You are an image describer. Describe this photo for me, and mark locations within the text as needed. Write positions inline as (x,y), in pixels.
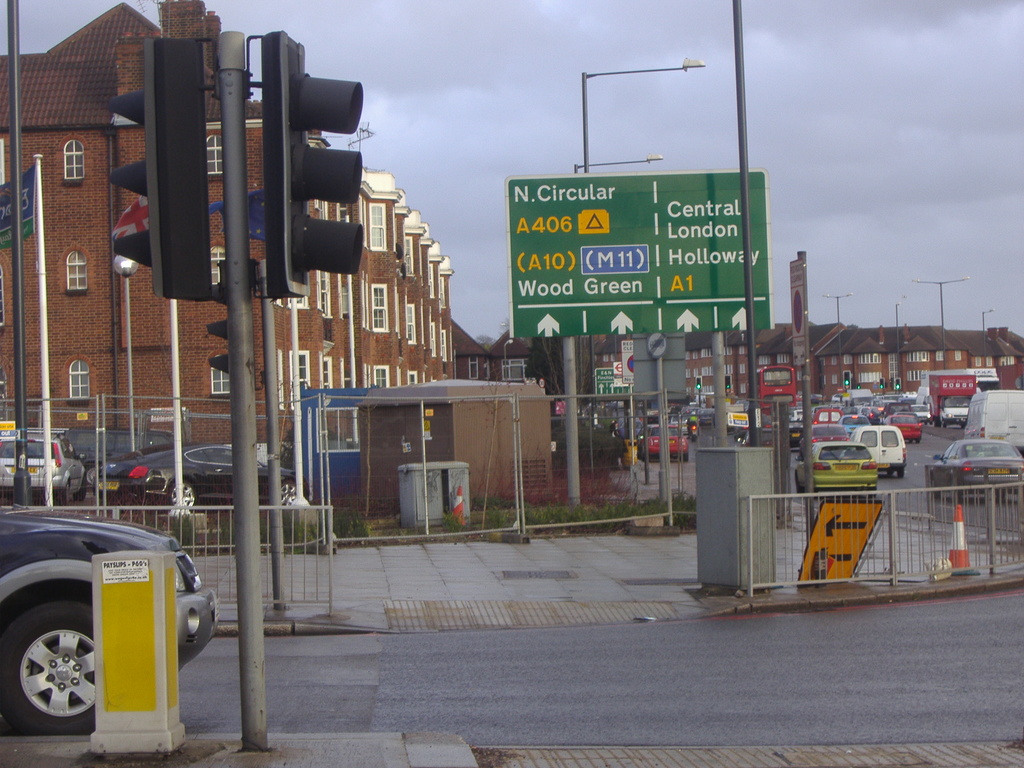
In this image we can see some buildings (221,438) with windows (801,375) and some vehicles (779,383) on the road (363,679). We can also see the metal fence (308,531), traffic poles (237,440), a board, containers (771,572), grass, street poles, the sign boards (585,329) with some text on them, the traffic signal (282,198), the flags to the poles (179,488) and the sky (777,105) which looks cloudy.
